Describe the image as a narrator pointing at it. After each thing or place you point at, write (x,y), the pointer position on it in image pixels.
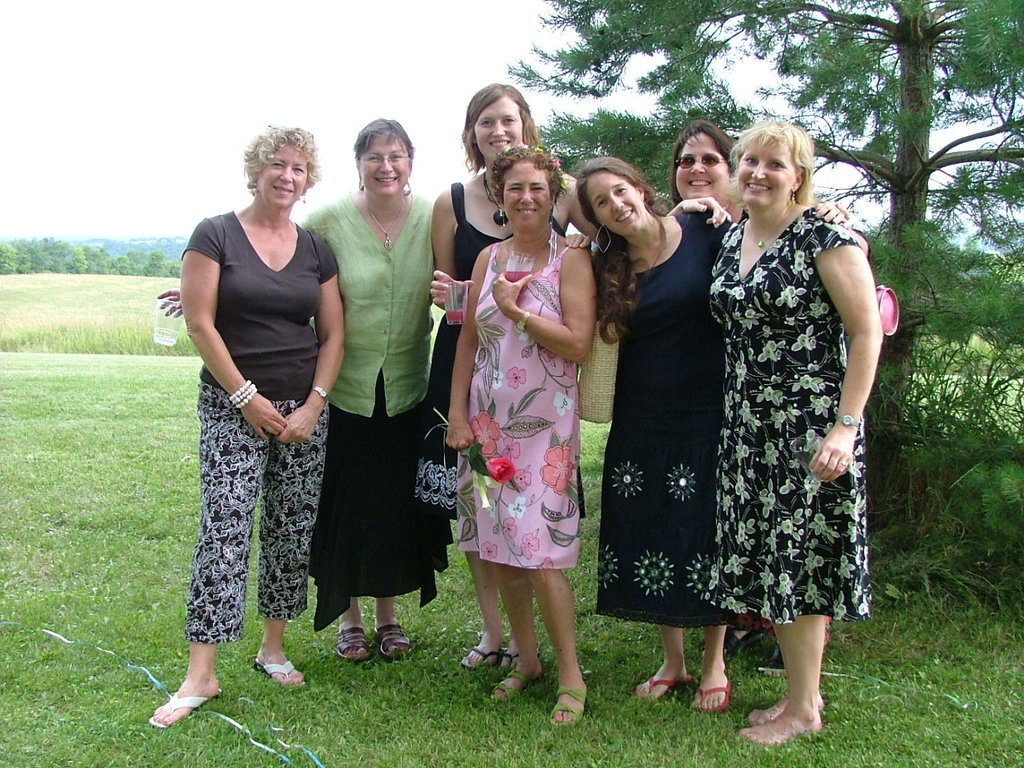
In the foreground of this image (616,510), there are woman (560,560) standing on the grass (435,654) and posing to the camera. Behind them there is a tree (846,91). In the background (108,258), there are trees (39,258) and the sky (185,62).
